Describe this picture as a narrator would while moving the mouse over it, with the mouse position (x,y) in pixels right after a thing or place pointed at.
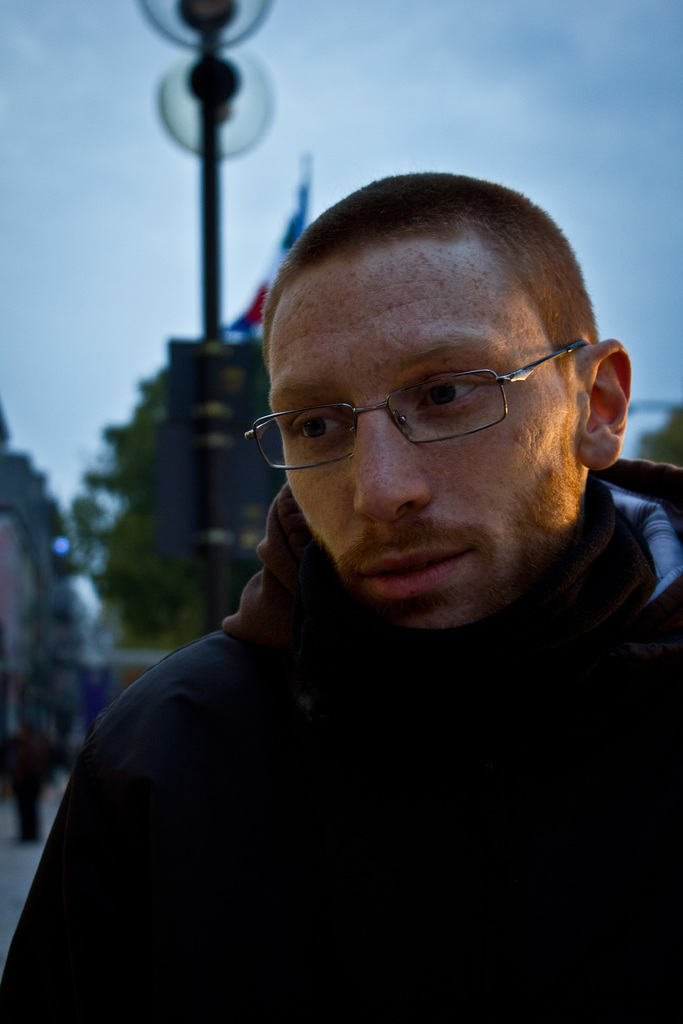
In this image in the front (348,579) there is a man (440,642). In the background (155,332) there is a pole (214,443) and there is a flag (280,246) on the object (226,437) which is black in colour and the sky (336,113) is cloudy.
